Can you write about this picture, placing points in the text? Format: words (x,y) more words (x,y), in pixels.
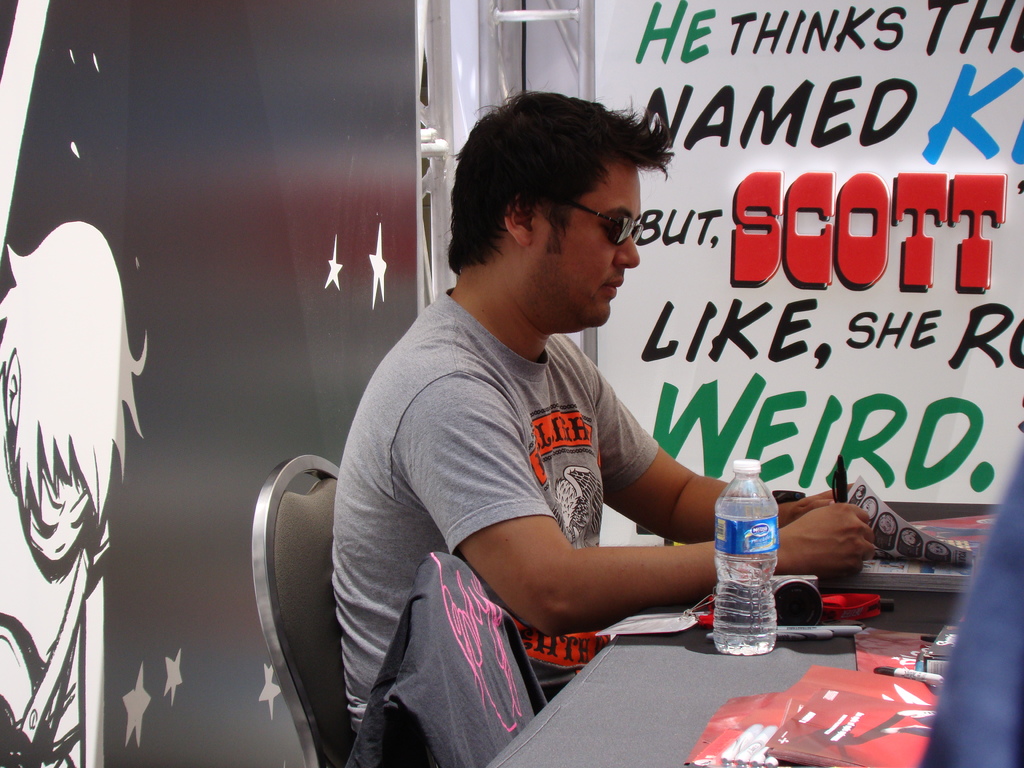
In this image I can see the person (402,436) sitting. In front (916,688) I can see few papers (725,727), a bottle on the table (687,707). Background (917,162) I can see a banner (756,176) in white color and I can see something written on the banner (821,320).
